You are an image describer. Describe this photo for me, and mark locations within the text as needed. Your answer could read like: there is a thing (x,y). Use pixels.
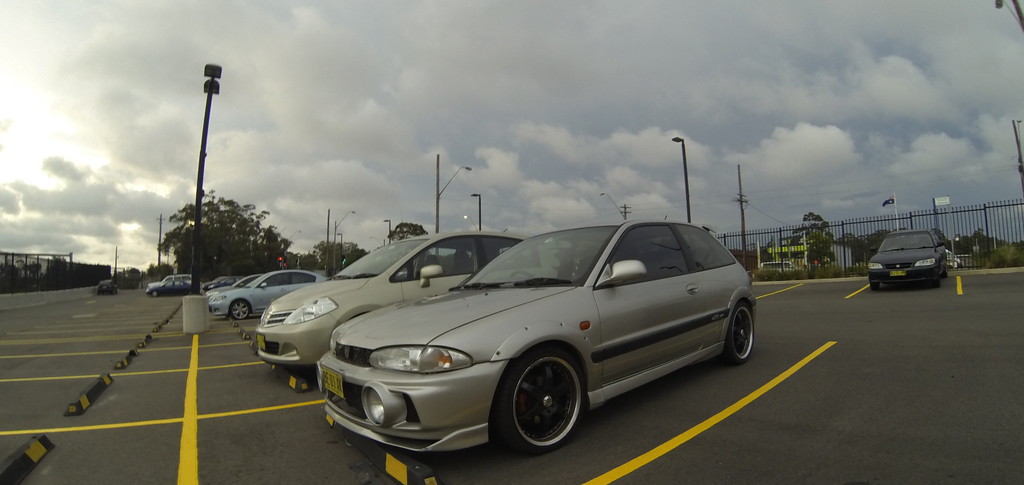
In this picture we can see cars (935,250) on the road (119,337), poles (738,193), fences (781,250), trees (253,231) and some objects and in the background (954,203) we can see the sky (352,34) with clouds (78,39).
